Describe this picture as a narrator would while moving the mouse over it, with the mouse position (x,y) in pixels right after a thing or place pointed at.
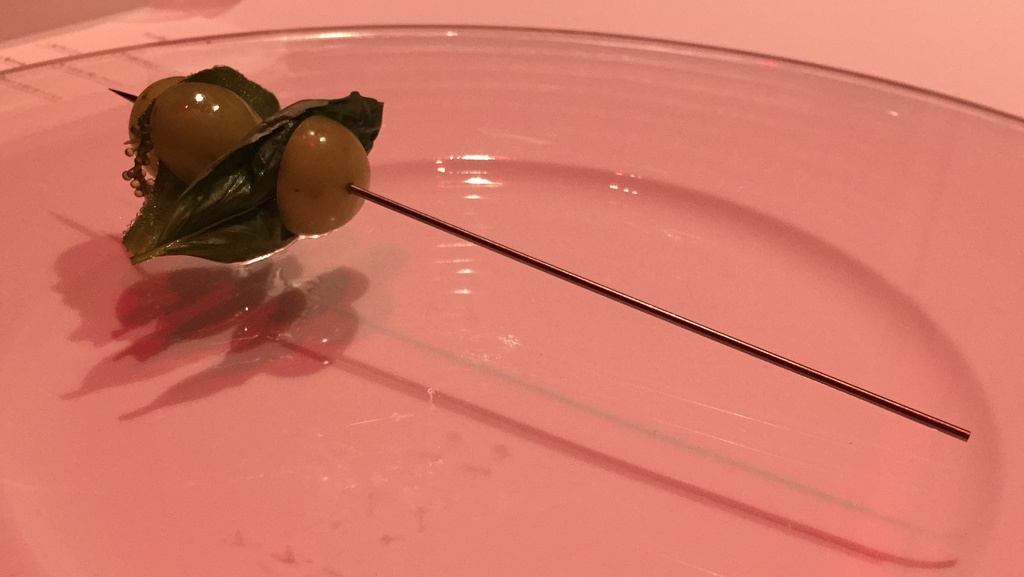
Here I can see a plate (419,357) in which there is some water (319,294) and also I can see a needle (410,216). A few grapes (336,200) and leaves (214,210) are pinned to this needle (467,240).
